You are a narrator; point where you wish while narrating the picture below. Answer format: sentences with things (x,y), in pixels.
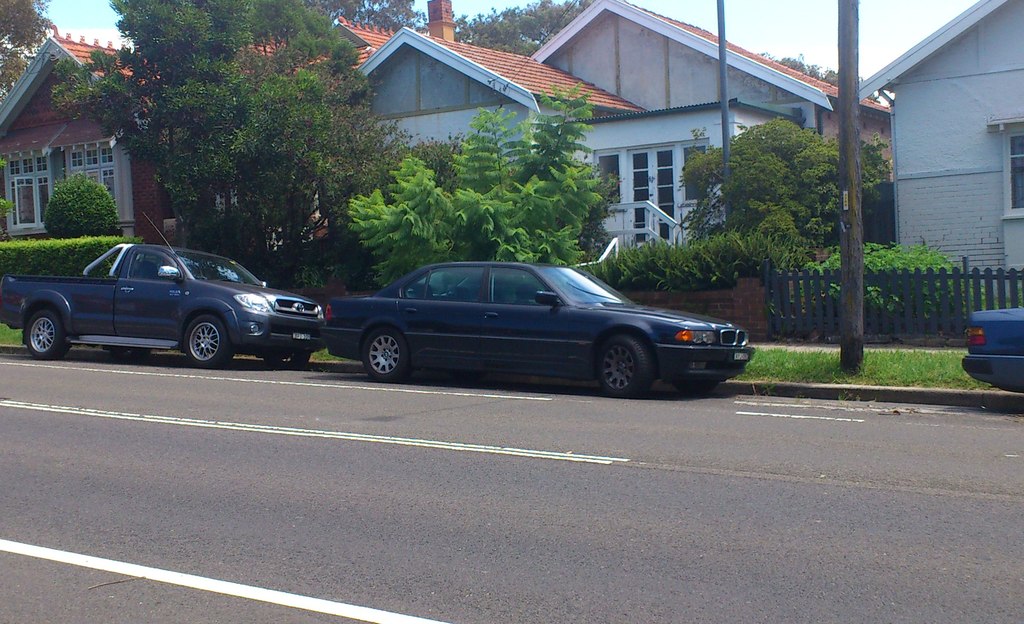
In this image we can see a few vehicles (214,324) on a surface (172,402). Behind the vehicles (449,332) we can see a few trees (324,188), plants (482,177), buildings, fencing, grass (808,364) and a wall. At the top (775,19) we can see the sky (705,25). On the right side (861,366), we can see a pole (854,314).
